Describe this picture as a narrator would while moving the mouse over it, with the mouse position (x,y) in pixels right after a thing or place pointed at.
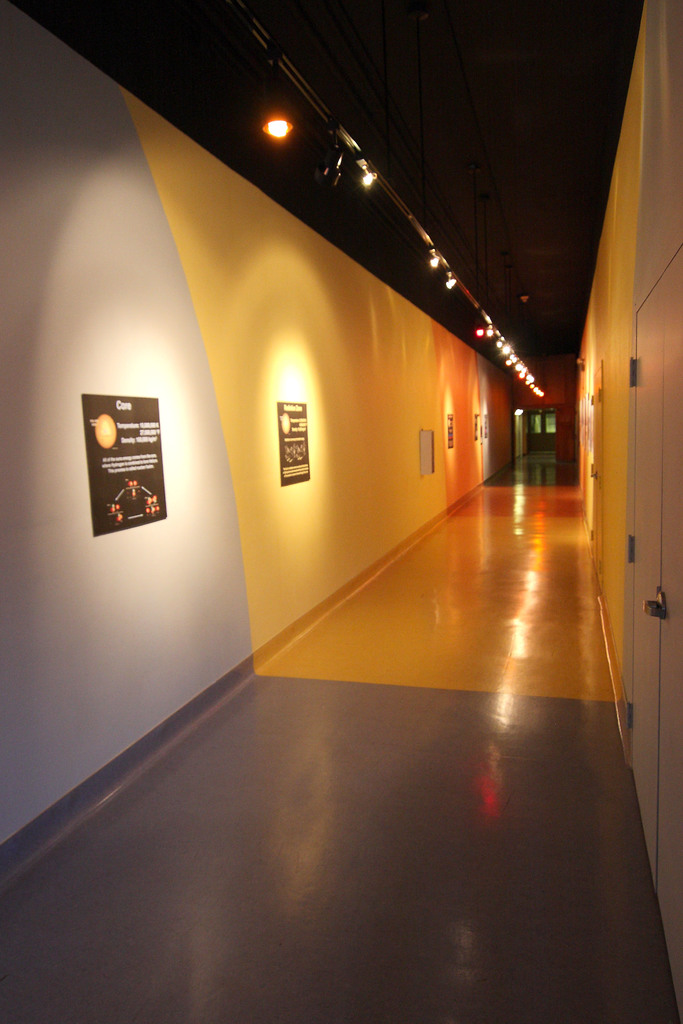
In this image on the left side (144,488) there are posters (155,492) on the wall (220,457) with some text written on it. On the right side (653,541) there is a door (661,536) which is white in colour. At the top (433,253) there are lights (452,284).
